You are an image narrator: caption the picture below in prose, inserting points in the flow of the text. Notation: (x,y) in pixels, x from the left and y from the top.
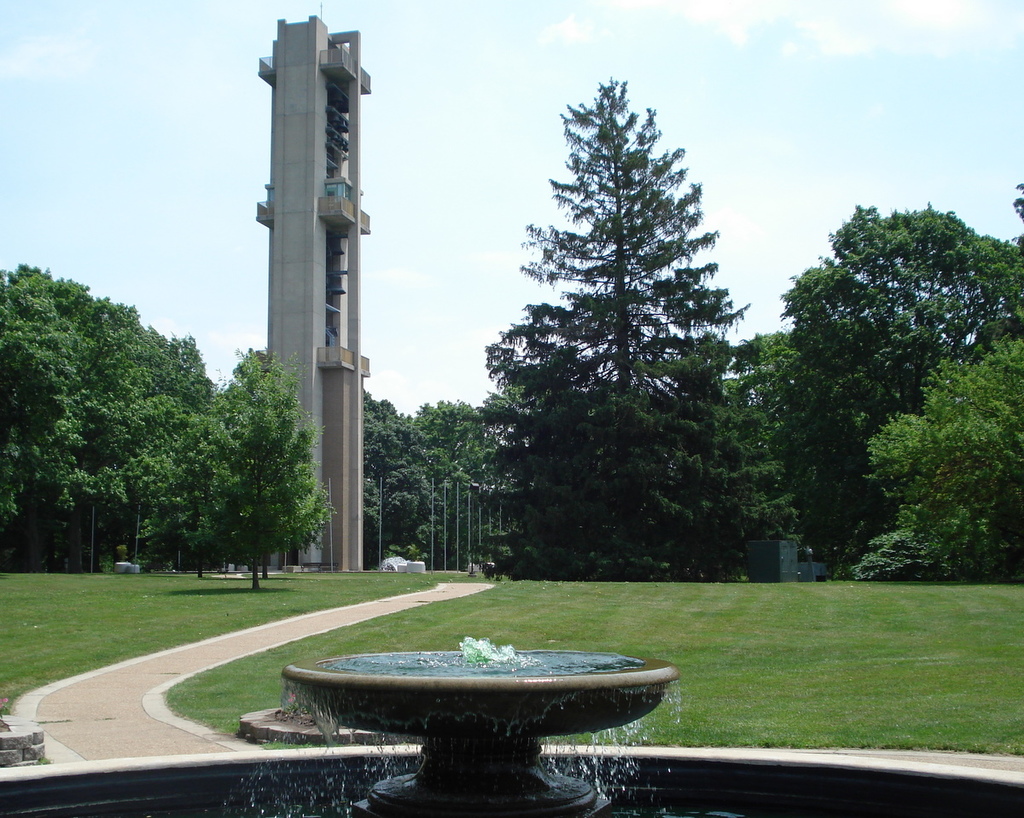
In this image we can see a grassy land (892,641). There are many trees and plants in the image. There is a sky (801,102) in the image. There is a monument (344,372) in the image. There is a walkway (101,696) in the image. There are few objects (762,551) in the image.
